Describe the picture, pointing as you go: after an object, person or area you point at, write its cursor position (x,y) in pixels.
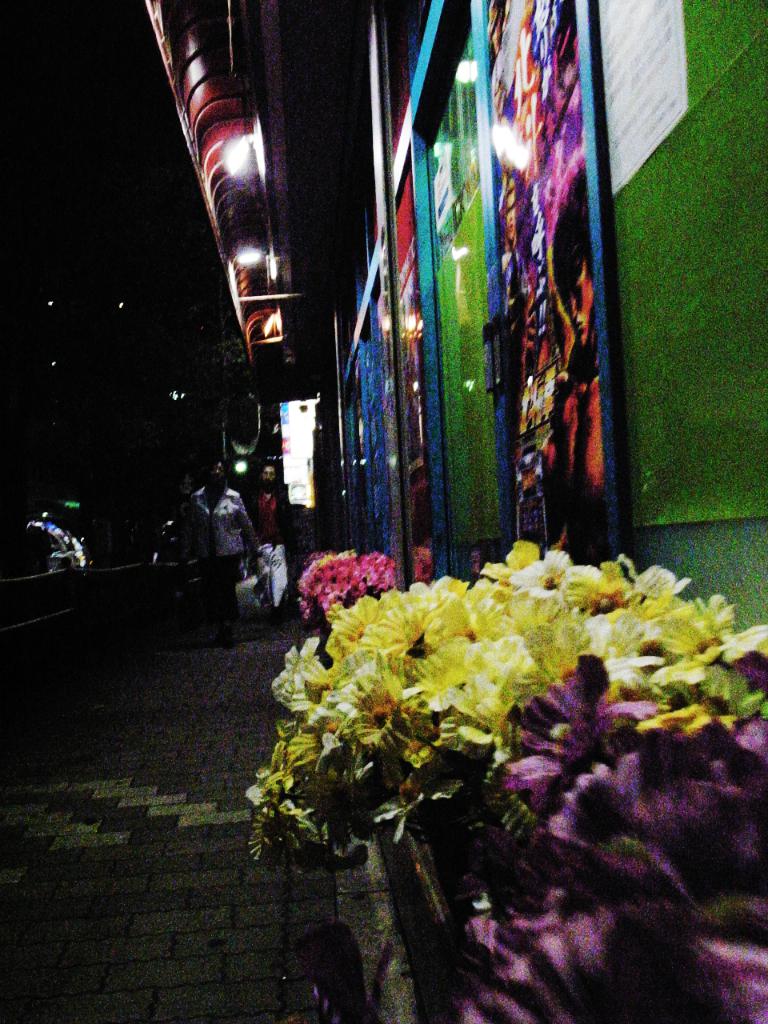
In this image, on the right corner (693,961), we can see a plant (673,715) with flowers (752,989) which are in violet and yellow color. On the right side (578,229), we can see some photo frames (534,392) which are attached to a wall (728,317). In the middle of the image (260,591), we can see two men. In the background (140,413), we can see black color.
